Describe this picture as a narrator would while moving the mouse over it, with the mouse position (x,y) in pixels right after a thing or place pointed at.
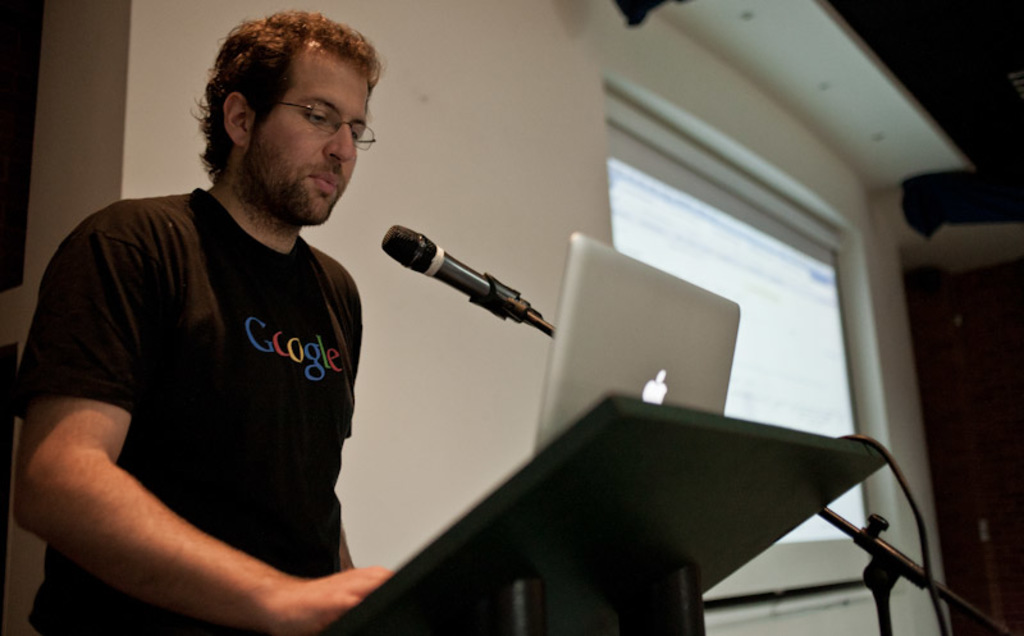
In this image there is a person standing on the stage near the podium (636,548), on the podium (615,502) there is a laptop (644,353), a microphone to the stand (883,548) and there is a screen (762,263).
